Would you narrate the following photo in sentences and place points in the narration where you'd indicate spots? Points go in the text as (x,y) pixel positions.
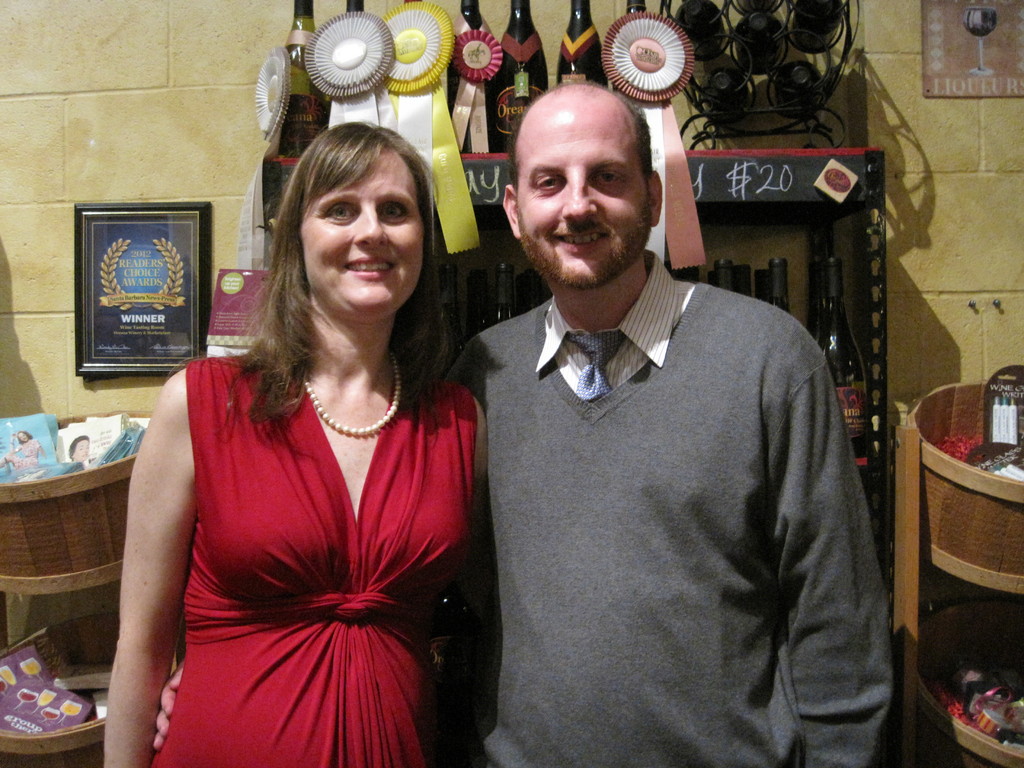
In this image I can see two persons (355,420) are standing and I can see smile on their faces (416,199). In background (189,276) I can see a frame (116,247), few bottles (587,63) and I can also see something is written over here. I can also see few more bottles (501,269) in background (535,302).
